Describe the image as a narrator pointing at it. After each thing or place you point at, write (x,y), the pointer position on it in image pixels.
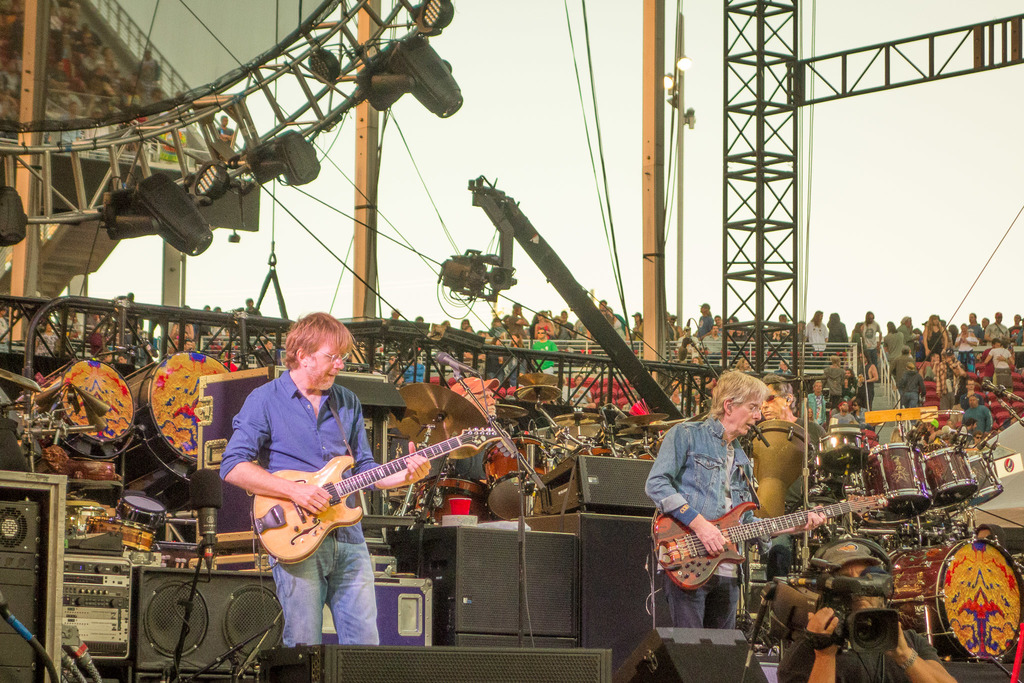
As we can see in the image there is sky (532,106), few people (825,337) over here, fence (812,347), drums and two people (685,502) holding guitars (314,519).
